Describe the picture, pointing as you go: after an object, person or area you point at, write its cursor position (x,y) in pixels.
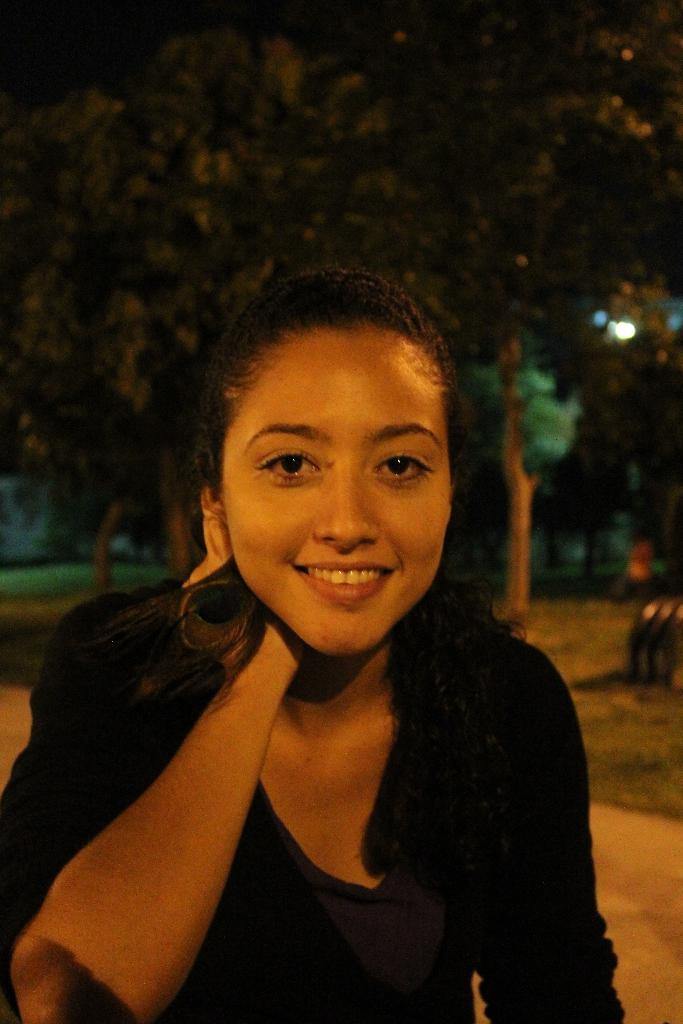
In this image we can see a woman (285,571). And in the background (196,254), we can see the trees (563,336) and lights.
